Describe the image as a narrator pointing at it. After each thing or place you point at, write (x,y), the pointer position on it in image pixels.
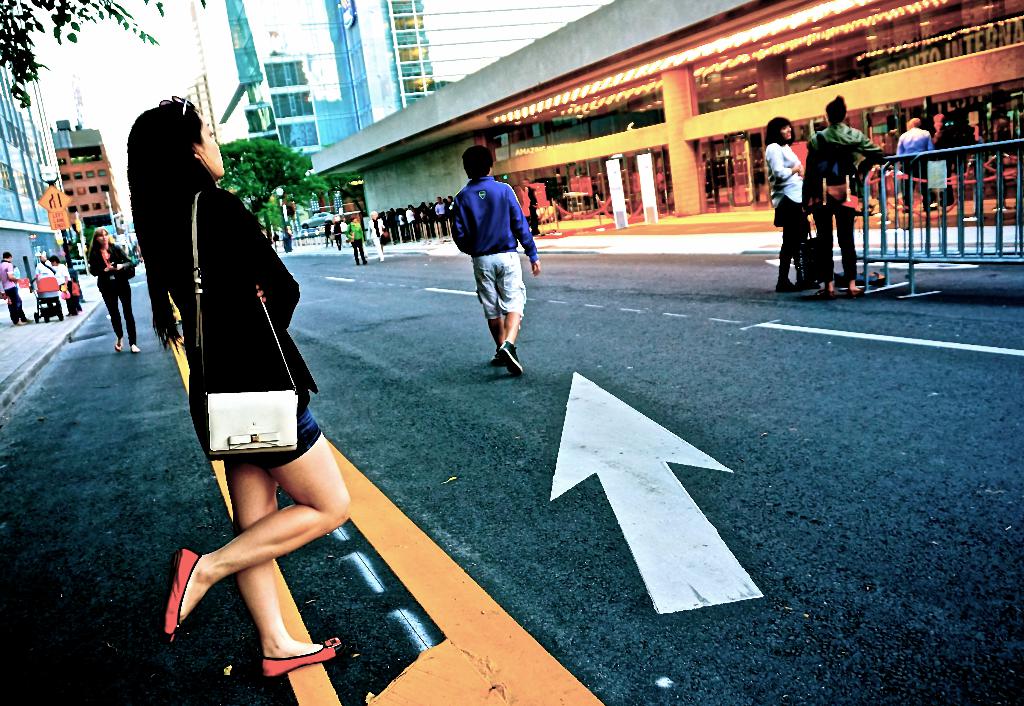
In this image I can see few people (268,341) on the road (331,373). To the right (898,234) I can see the railing (924,185). To the left (65,264) I can see the few more people (16,320), stroller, boards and the poles (51,176). In the background (420,223) I can see the group of people (405,232), trees (268,199), buildings (37,198) and the sky (156,89).
